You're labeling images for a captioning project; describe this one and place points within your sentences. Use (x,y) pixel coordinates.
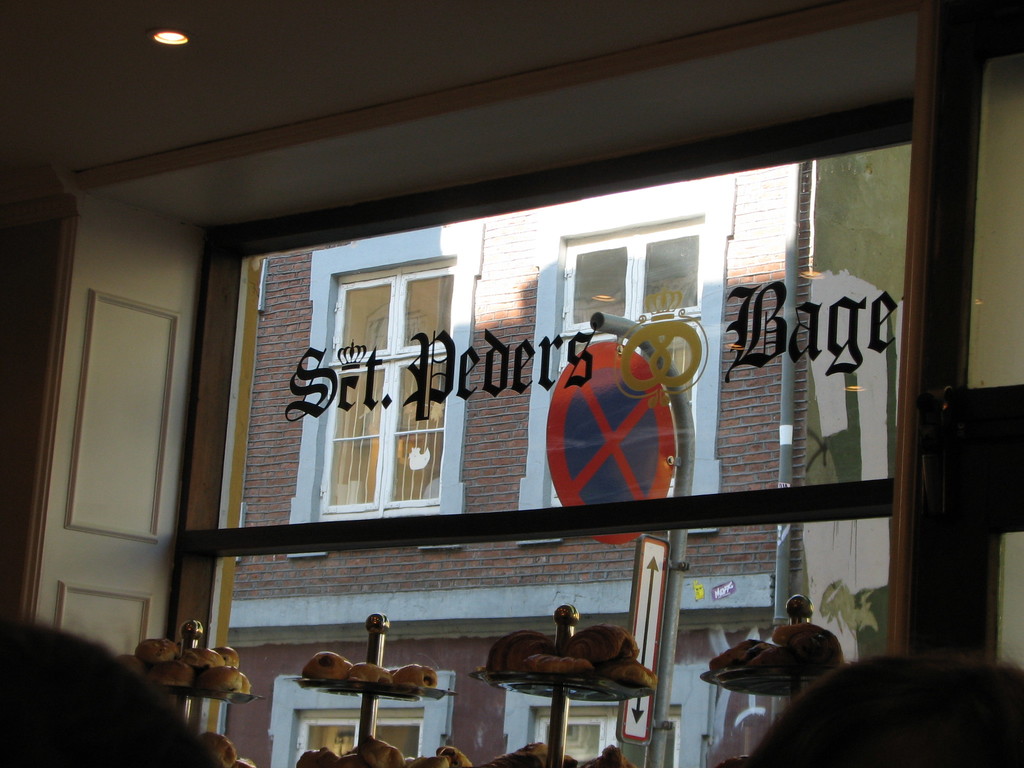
In this image in front (904,693) there are people (101,726). There are food items (411,678) on the plates (794,681). There is a glass window (544,555) with some text (542,356) on it. Through the glass window (520,413) we can see the wall (285,395), glass windows (640,332). On top of the image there is a light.
